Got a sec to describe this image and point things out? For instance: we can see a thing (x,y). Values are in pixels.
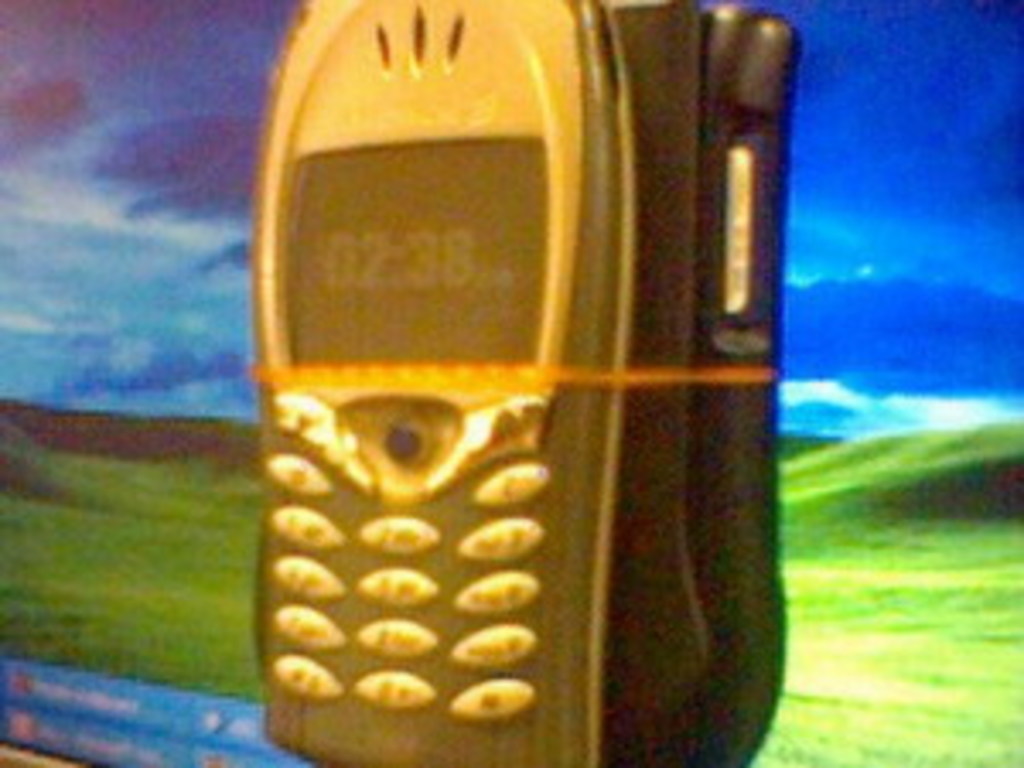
This is a photograph. In the center (584,388) there is a mobile phone (482,389). In the background (863,523) there is grass (922,553) on the ground (904,534) and the sky (159,281) is cloudy.
